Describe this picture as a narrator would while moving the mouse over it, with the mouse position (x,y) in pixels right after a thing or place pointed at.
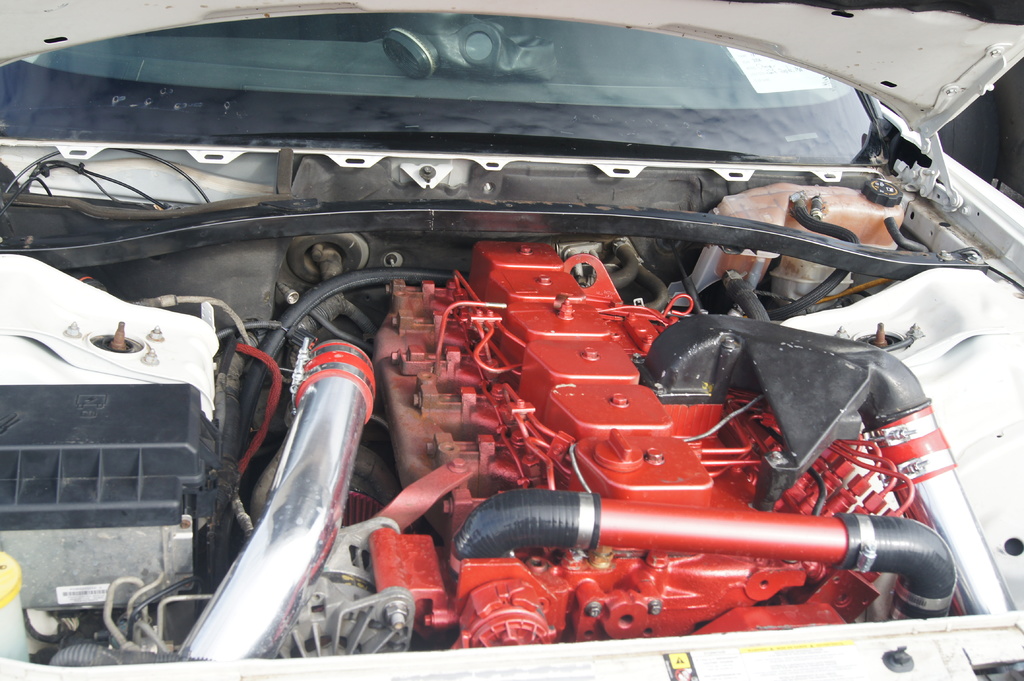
In this image I can see an engine (510,432) of a vehicle (386,269). The engine (529,349) is in red color.
